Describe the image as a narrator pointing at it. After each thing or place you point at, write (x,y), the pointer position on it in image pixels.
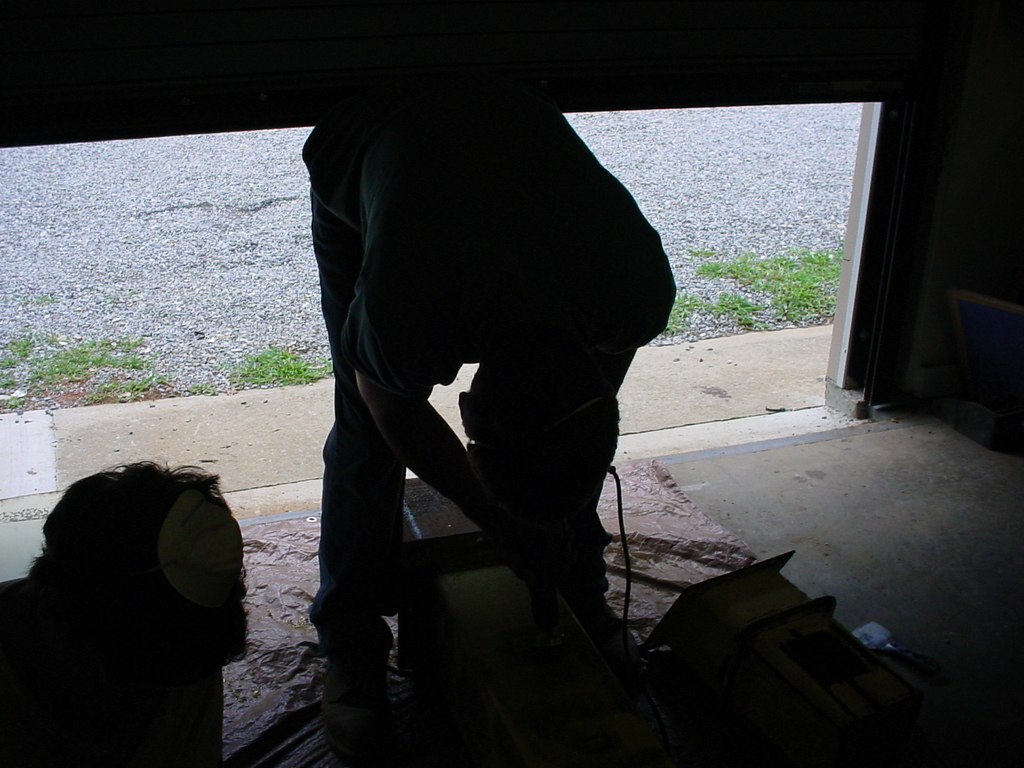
In this image I can see the dark picture in which I can see two persons (436,269) and few object (487,698) on the ground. In the background (285,235) I can see the ground (174,235), some grass (115,358) on the ground (98,364) and the rolling shutter (688,70) to the top of the image (537,49).
